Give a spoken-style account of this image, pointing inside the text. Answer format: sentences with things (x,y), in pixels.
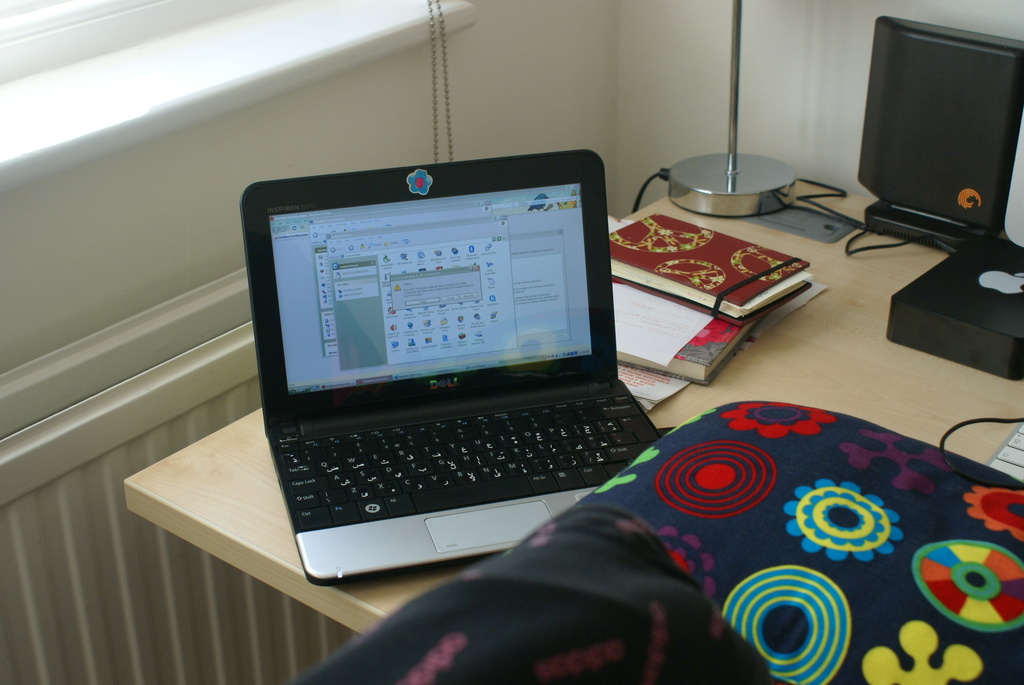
In the image I can see a table (231,506) on which there is a screen (513,367), book (747,282) and some other things (1022,223) around.
